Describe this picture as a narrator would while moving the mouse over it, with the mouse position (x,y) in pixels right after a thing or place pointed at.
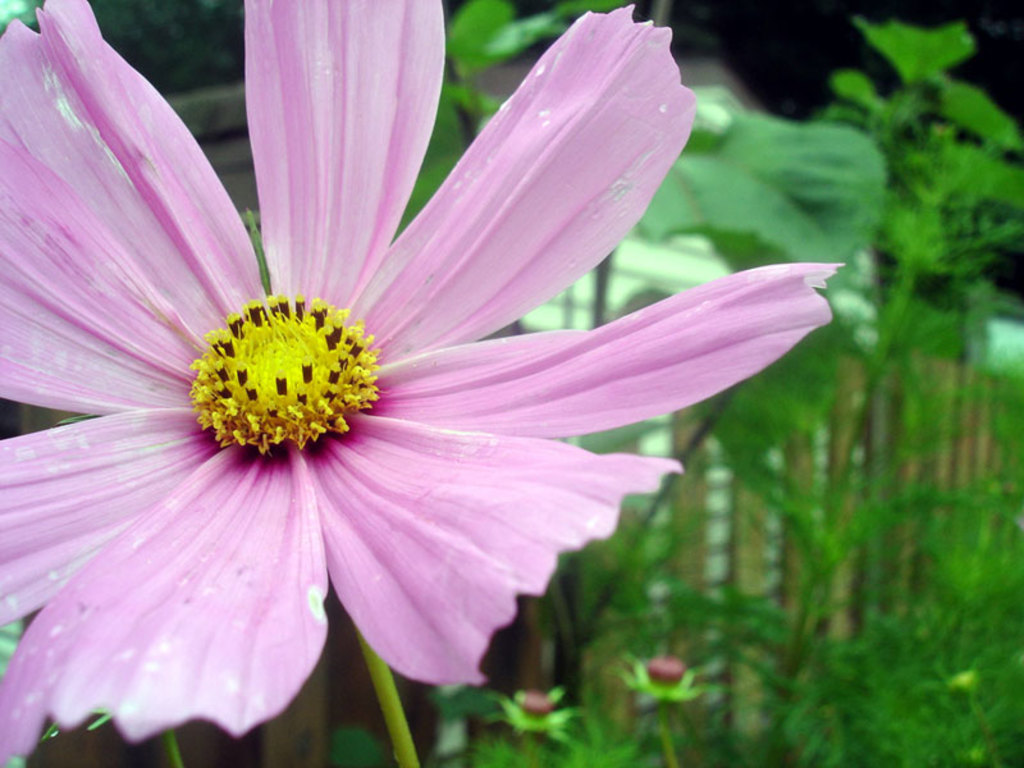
In this image I can see a pink and yellow color flower (322,323) in the front (539,302). In the background (613,641) I can see number of plants (782,485), few more flowers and I can also see this image is little bit blurry in the background (843,379).
